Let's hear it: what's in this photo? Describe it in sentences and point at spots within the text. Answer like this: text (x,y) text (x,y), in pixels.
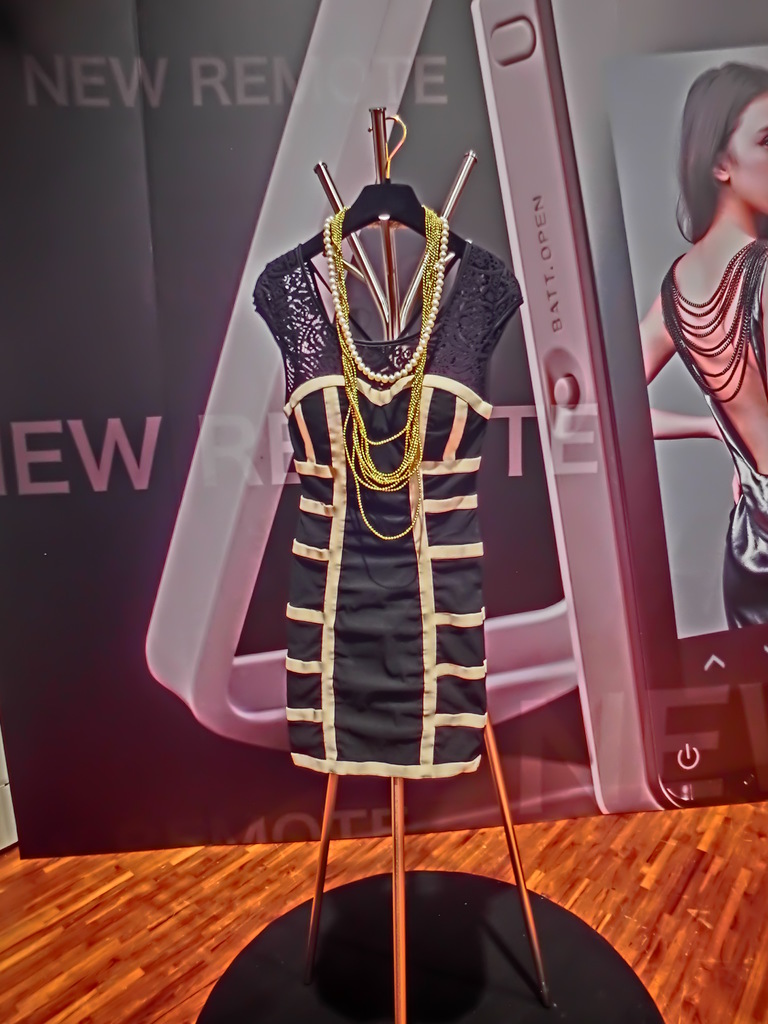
In this picture we can see a stand (323,827) and a dress (406,624) in the front (401,552), in the background (641,398) there is a hoarding (658,279), we can see a depiction of a person (736,387) and some text (254,430) on the hoarding (125,293), at the bottom (168,923) there is a wooden floor (207,962).
